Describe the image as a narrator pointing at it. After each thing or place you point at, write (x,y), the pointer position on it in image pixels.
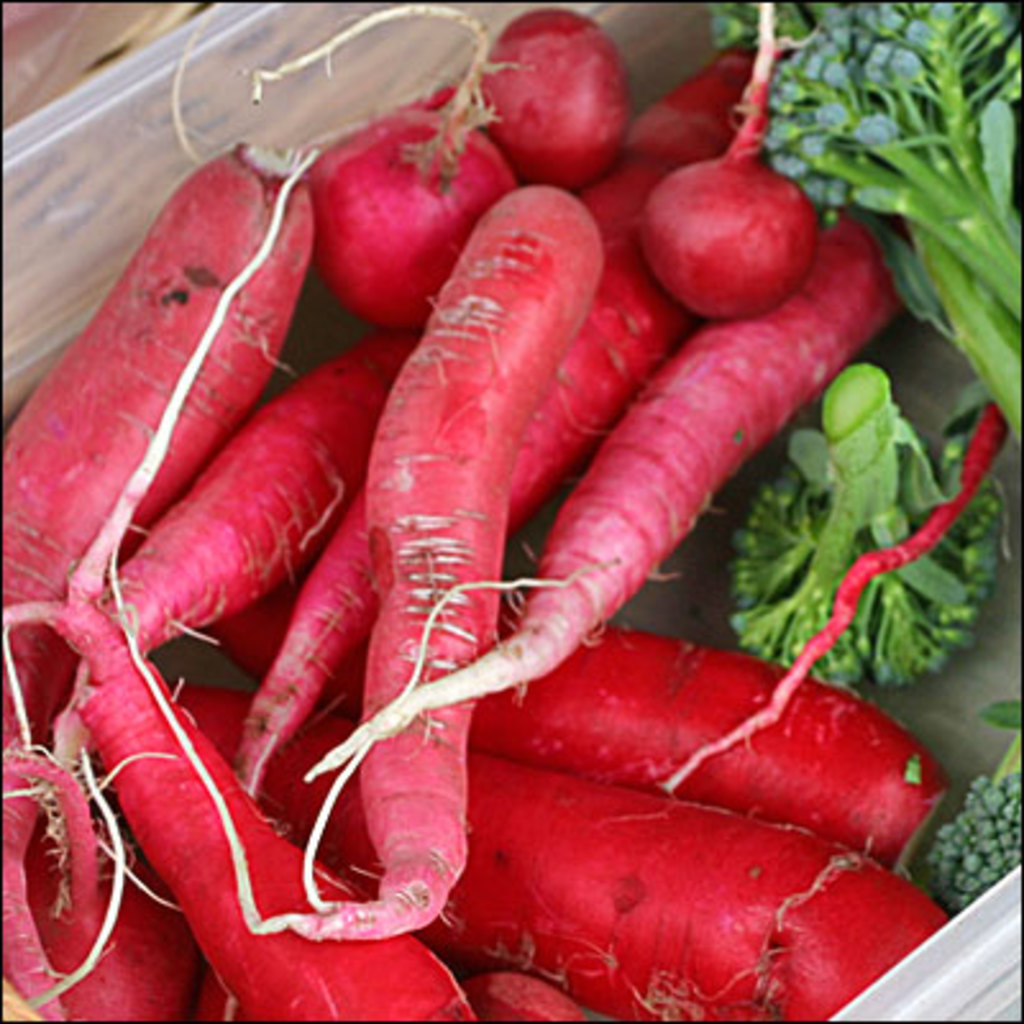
In this picture I can see broccoli (975,67) and few radishes (375,349).
